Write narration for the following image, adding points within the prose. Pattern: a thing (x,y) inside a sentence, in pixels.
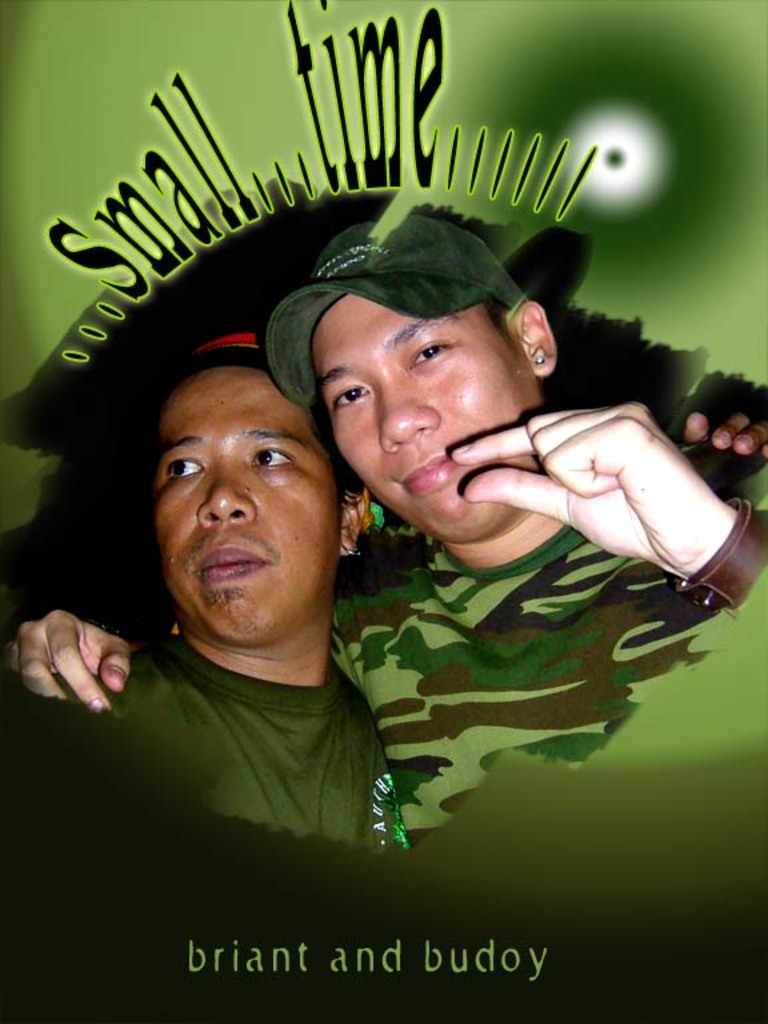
This picture is an edited picture. In this image there are two persons (340,569). At the top (172,123) there is a text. At the bottom (362,950) there is a text (490,965).
